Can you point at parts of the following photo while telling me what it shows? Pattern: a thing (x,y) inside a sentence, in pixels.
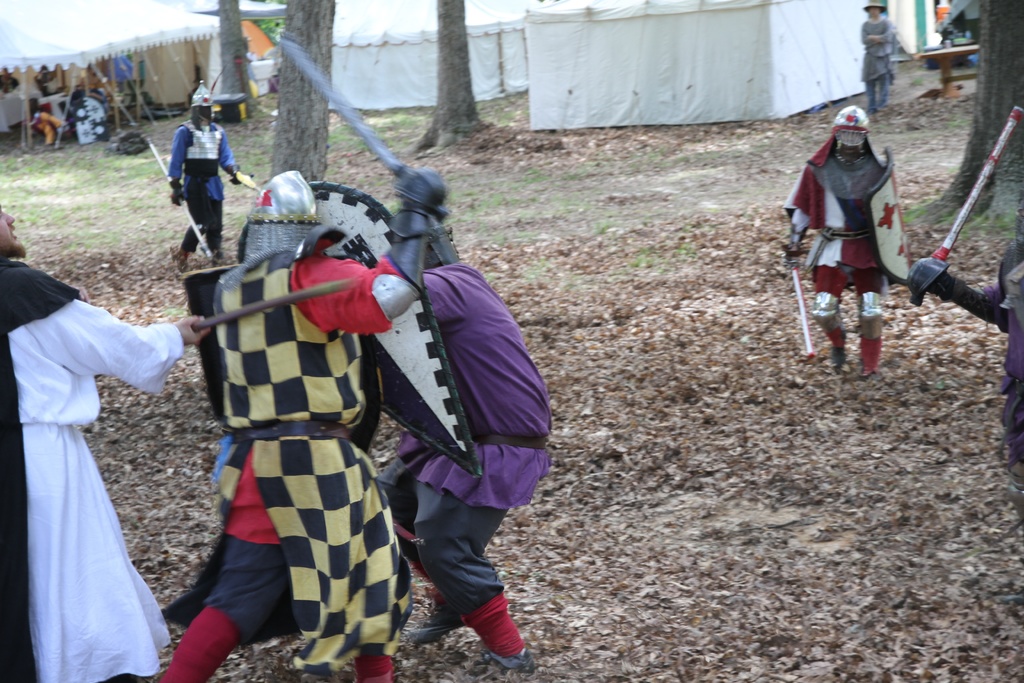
In this image there are men (381,275) holding an object (455,387), there is a woman (881,53) standing, there are tree trunks (284,71), there are tents (66,52) towards the top of the image (249,41), there are ropes (121,108), there are objects (110,97) under the tents (103,40).
